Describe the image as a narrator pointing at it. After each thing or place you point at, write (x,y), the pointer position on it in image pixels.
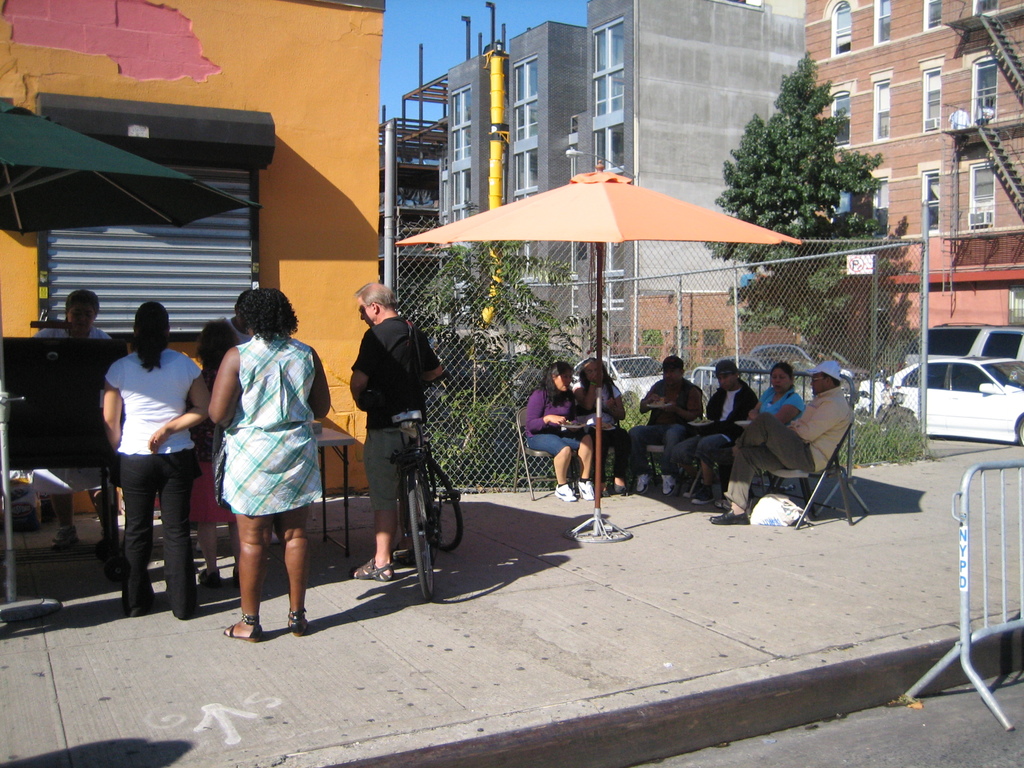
In this image, I can see a group of people (149,533) standing and a group of people (568,446) sitting on the chairs (650,466) under the patio umbrellas (518,216). I can see a person (382,485) holding a bicycle (457,502). Behind the people (378,473), I can see a rolling shutter (196,236) to the wall (301,117) and there is a fence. In the background (514,306) there are trees (514,321), buildings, vehicles (948,365), plants (484,427) and the sky (417,50). In the bottom right side of the image (962,657), I can see a barricade (962,495) on the road (917,741). On the left side of the image (110,547), there are few objects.
